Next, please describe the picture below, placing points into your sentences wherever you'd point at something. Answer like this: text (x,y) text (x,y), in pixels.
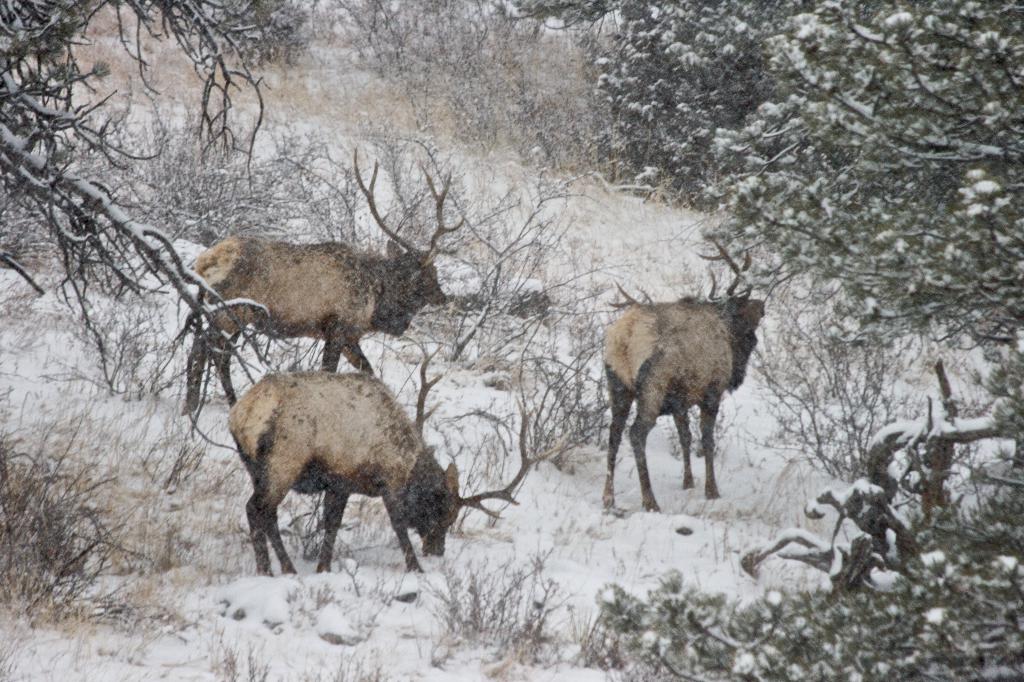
In this image we can see many trees (862,646) and plants (854,423). There are three animals (205,269) and a snow (539,523) in the image.
